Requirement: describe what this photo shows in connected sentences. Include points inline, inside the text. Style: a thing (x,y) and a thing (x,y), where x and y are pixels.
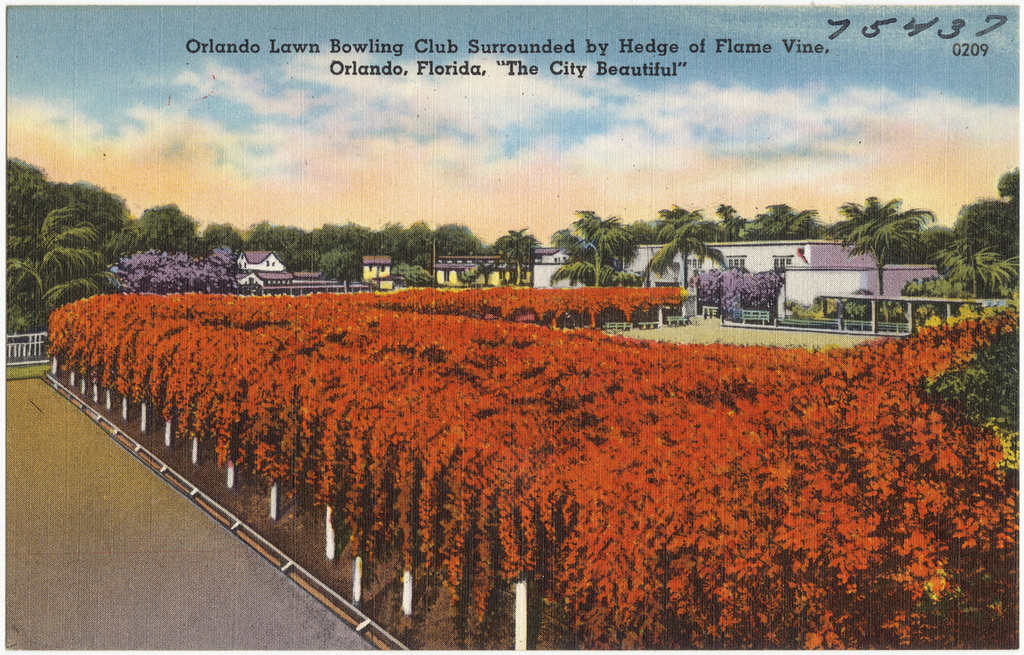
In this picture these are the plants (528,472) in the middle (598,423), in the right side (815,266) there are houses (634,268). At the top (511,156) it's a sky (518,149).
